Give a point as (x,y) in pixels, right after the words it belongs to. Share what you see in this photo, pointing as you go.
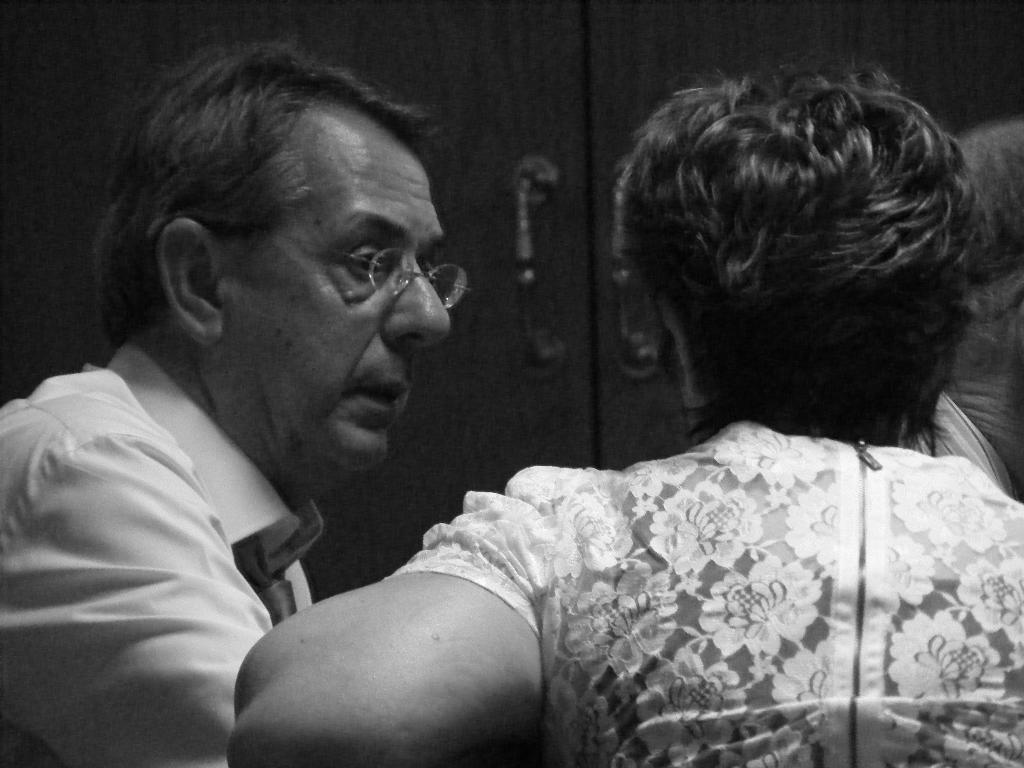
Here in this picture we can see a man (186,474) and a woman (394,609) sitting over a place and we can see the man (408,333) is wearing spectacles (437,269) and speaking something and in front of them we can see a door (391,450) present.
